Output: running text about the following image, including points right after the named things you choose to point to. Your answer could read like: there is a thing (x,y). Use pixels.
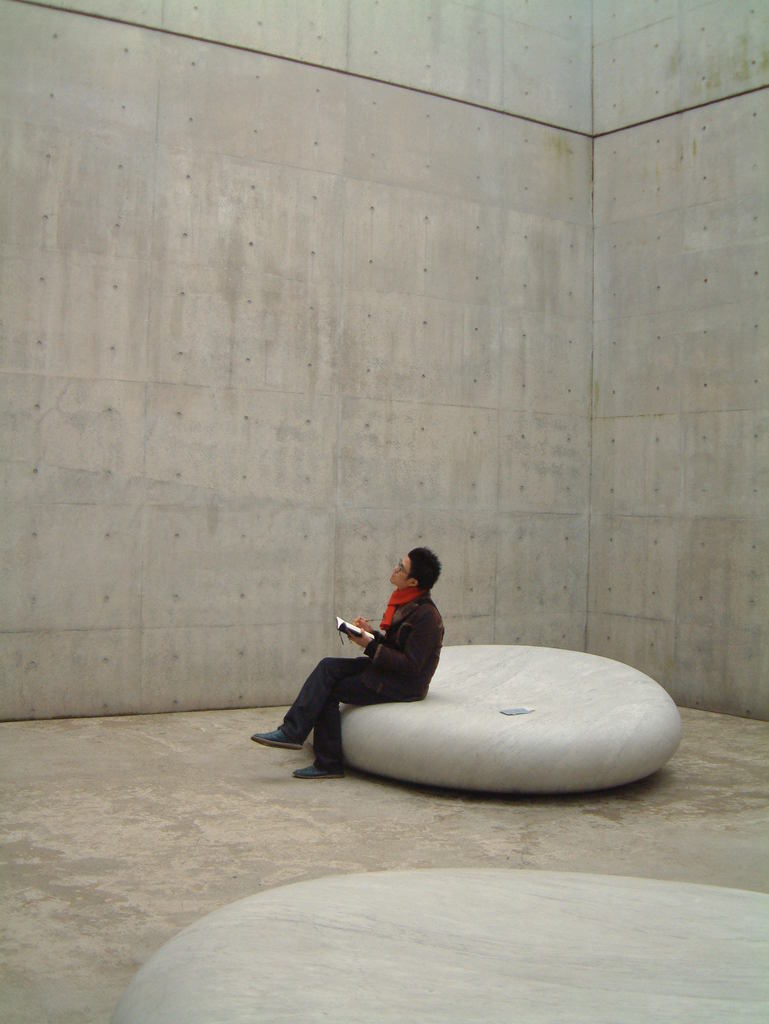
In the picture I can see a man (393,677) is sitting on a white color object (460,766). I can also see wall (346,461) and some other objects (499,970).
